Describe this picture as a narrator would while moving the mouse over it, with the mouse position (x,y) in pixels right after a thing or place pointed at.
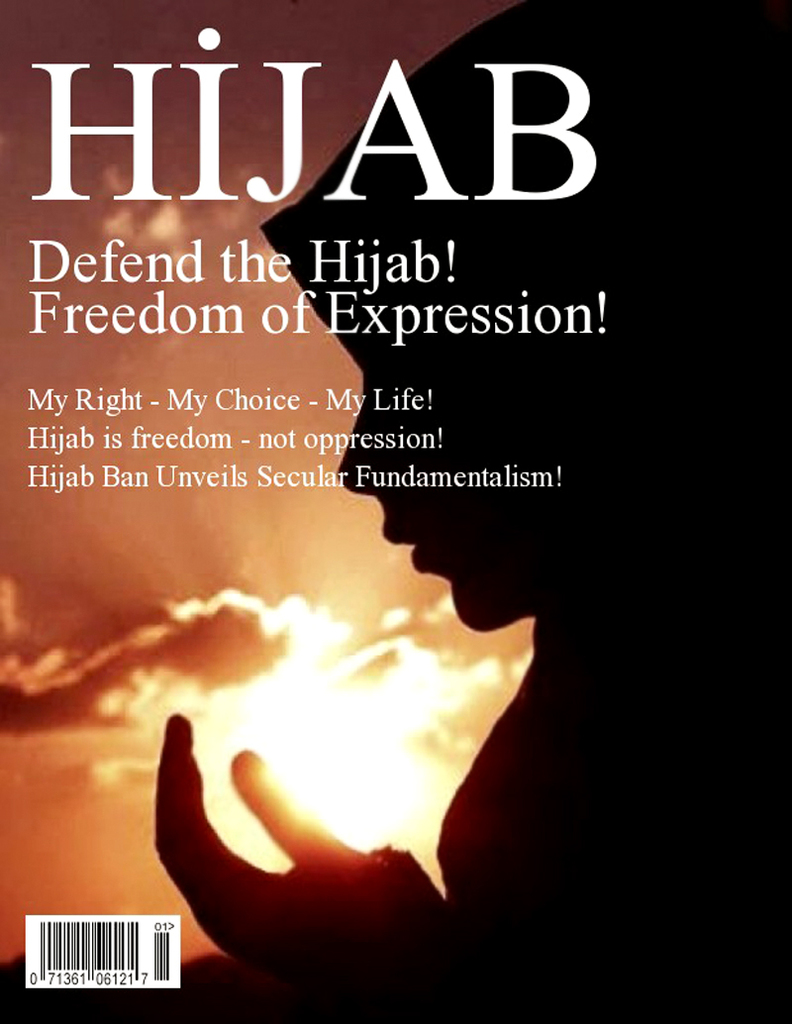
In this image we can see the dark shade (499,566) of a woman (534,513). Here we can see some edited text (222,479), sun (315,707) and clouds (119,638) in the sky (95,715) and also we can see the barcode (157,950) here.
